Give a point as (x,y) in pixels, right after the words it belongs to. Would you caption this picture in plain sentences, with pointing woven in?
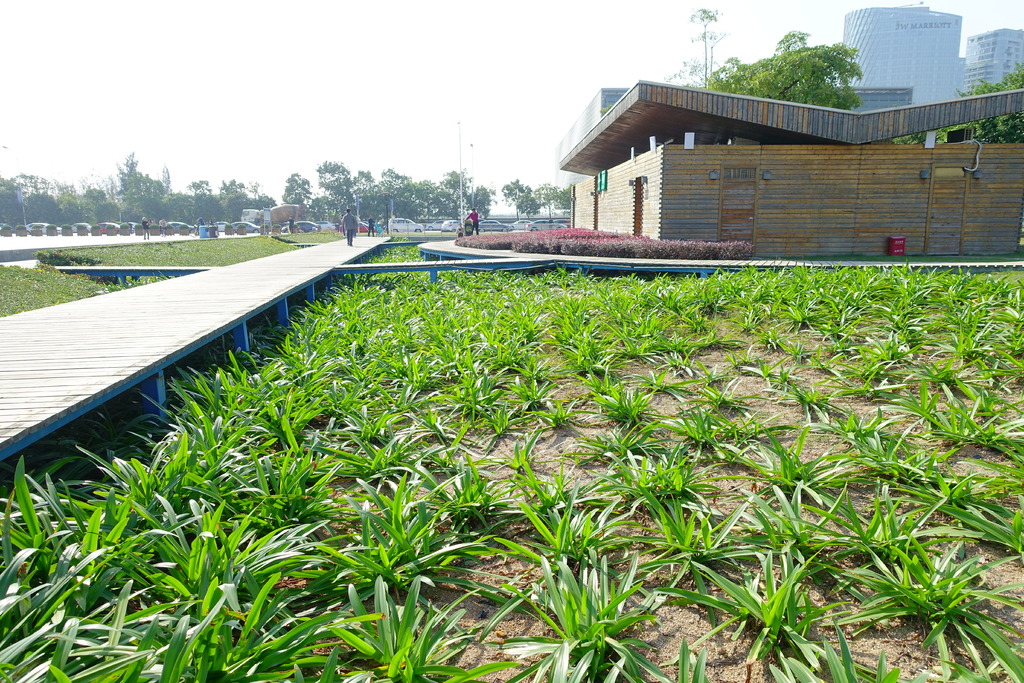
In this image I can see few buildings (1008,194), trees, poles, few vehicles (132,230), few people (466,225), grass (271,418), wooden path (45,358) and the sky (265,183).
